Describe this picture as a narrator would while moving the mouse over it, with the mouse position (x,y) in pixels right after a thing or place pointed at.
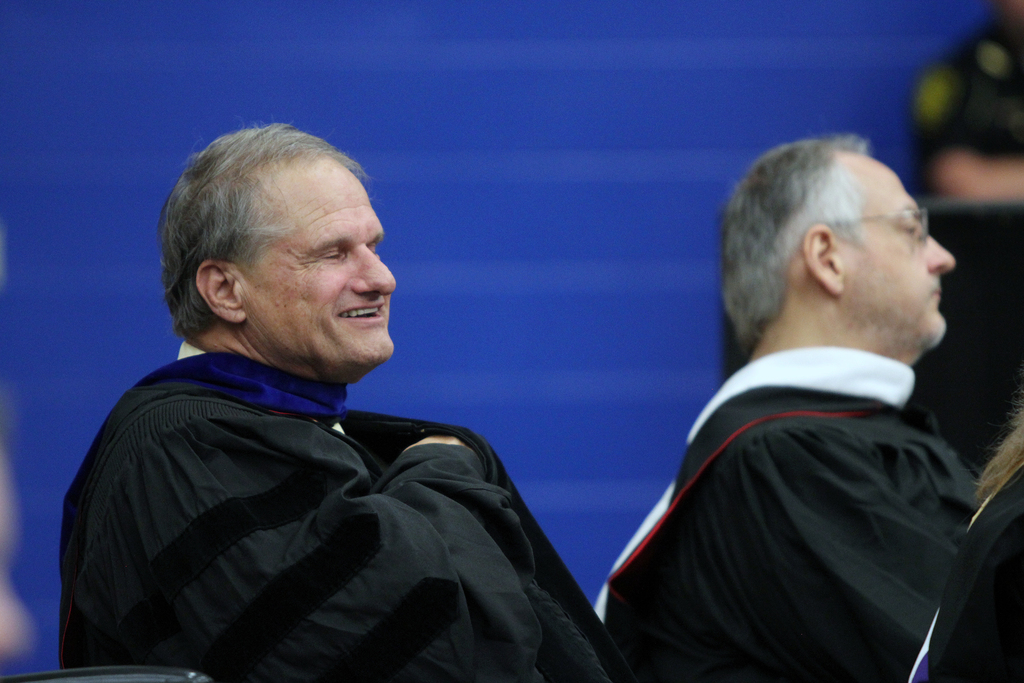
In this picture we can see a man (284,540) sitting on a chair (58,676) and smiling and in front of him we can see some people (946,102) and in the background (509,307) it is blue color.
